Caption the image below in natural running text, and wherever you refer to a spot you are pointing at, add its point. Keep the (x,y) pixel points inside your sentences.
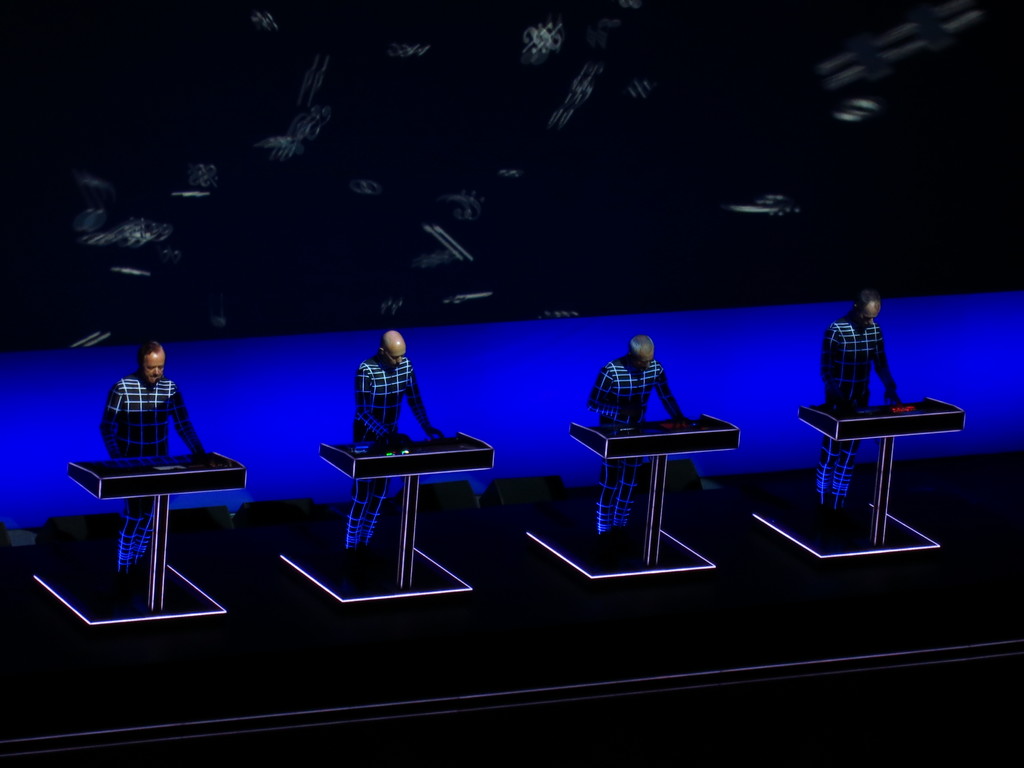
In this picture there are four people (371,393) those who are standing on the stage (570,494) and there are small pianos (120,461) in front of them, it seems to be an activity of experiment, there is a black and blue color background (331,308) behind them.
